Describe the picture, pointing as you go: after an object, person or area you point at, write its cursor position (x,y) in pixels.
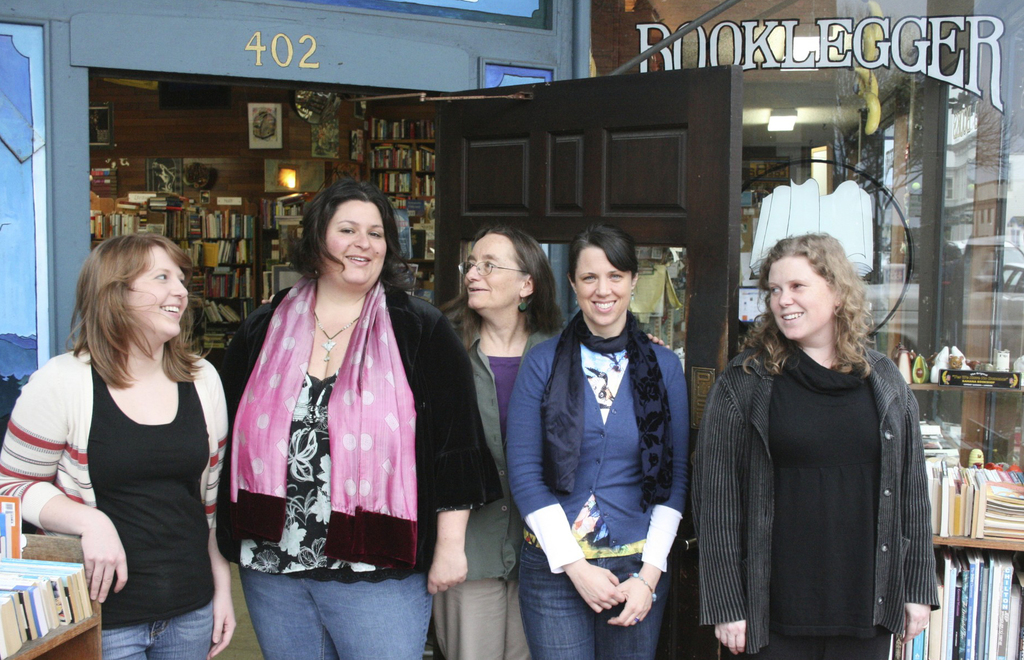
In this image we can see few people (307,233), there are few books (271,201), photo frames (163,162) to the wall (237,140) and a light (284,178) in the room (273,188), there is a door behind the people (925,581), there are books (953,476) on the racks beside the people (605,479) and a glass (911,189) with text (863,66) and image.
